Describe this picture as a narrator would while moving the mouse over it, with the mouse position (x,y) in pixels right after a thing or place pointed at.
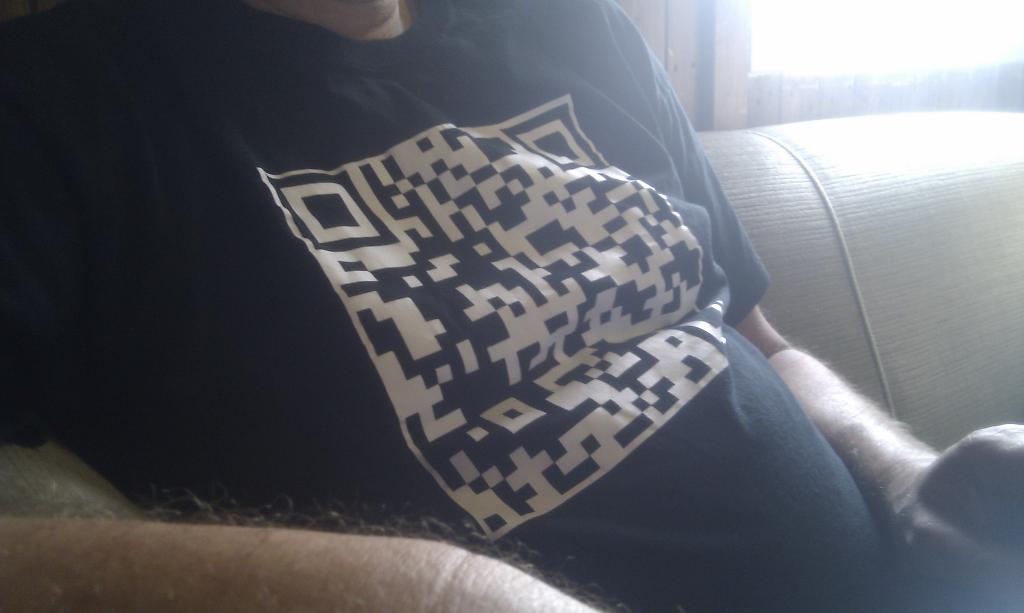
In this image I can see a person (727,202) sitting on sofa set (942,303) and in the top right (911,29) I can see a light focus (920,33).
